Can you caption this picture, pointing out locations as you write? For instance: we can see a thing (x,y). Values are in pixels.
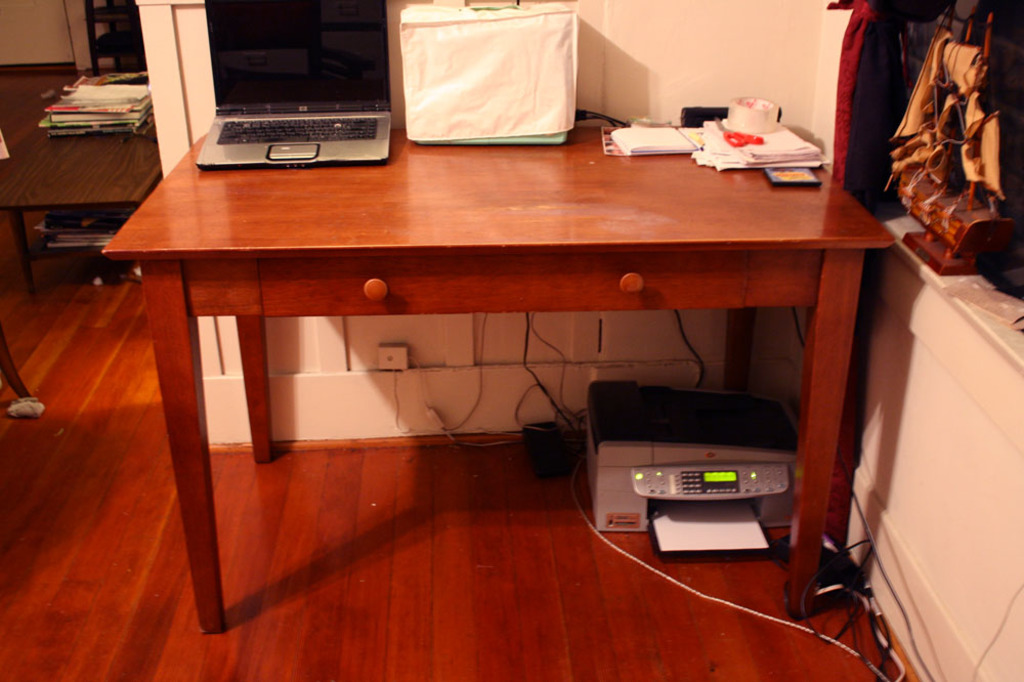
In this image there is a wooden table (576,188). On the table (644,187) there are papers (724,144), a scissors (730,144), a laptop (333,59) and a few objects (528,103). Under the table (743,237) there is a printer (650,449). Behind the table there is a wall (205,42). There are adapters (848,565) and cables (852,594) on the floor (708,590). To the right (923,155) there is a sculpture (941,166) on the wall (963,318). To the left (72,211) there is another table (95,174). There are books (88,103) and papers (105,104) on the table (90,150). At the bottom (91,613) the floor (232,615) is furnished with the wood (393,587).
